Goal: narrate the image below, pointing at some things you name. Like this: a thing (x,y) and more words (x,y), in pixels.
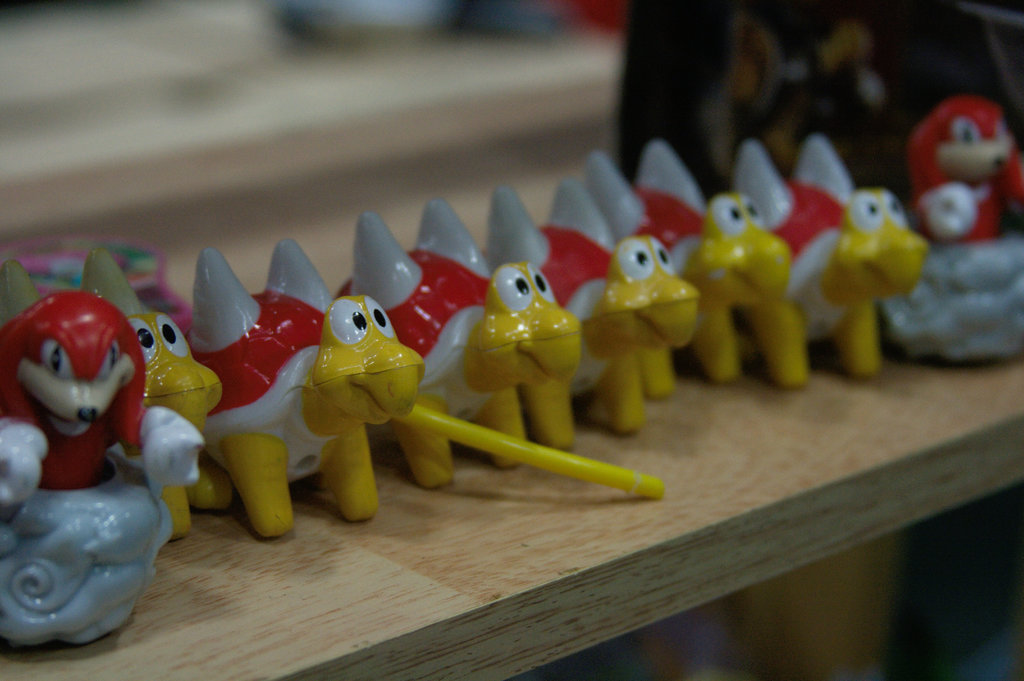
In the middle of the image (582,429) we can see a table (950,378), on the table (998,473) there are some toys (81,607). Background of the image (1007,12) is blur.
